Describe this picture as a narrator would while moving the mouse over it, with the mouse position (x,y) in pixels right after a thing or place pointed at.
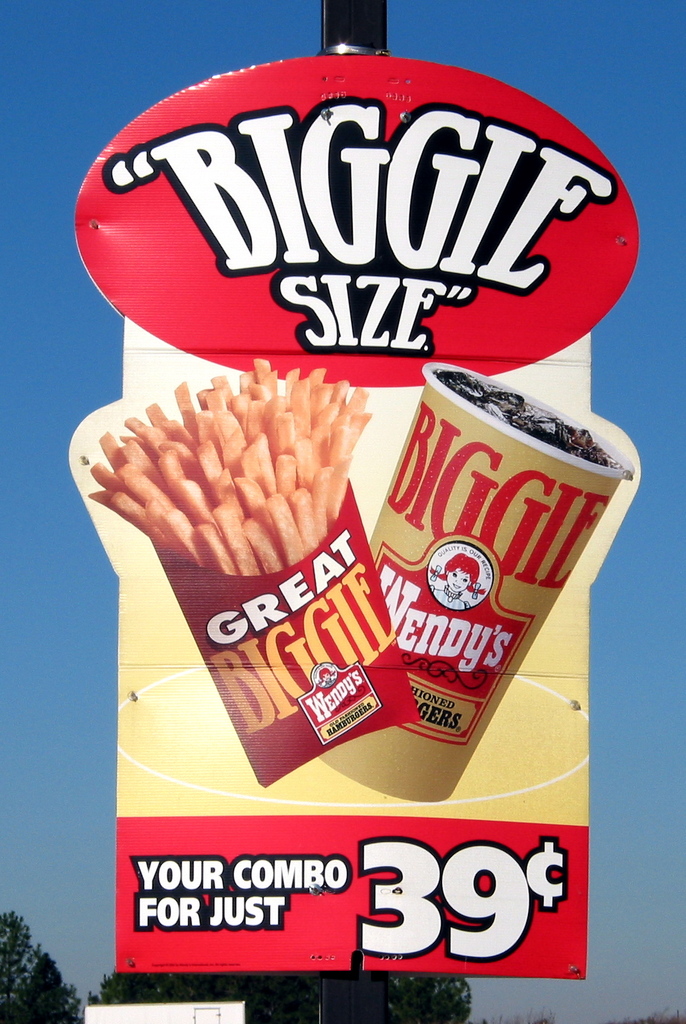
In this picture we can see a board (303,620), there are pictures of food (394,520) and some text (485,274) on the board (336,685), in the background (179,985) there are trees (179,985), we can see the sky (61,76) at the top of the picture (113,89).
